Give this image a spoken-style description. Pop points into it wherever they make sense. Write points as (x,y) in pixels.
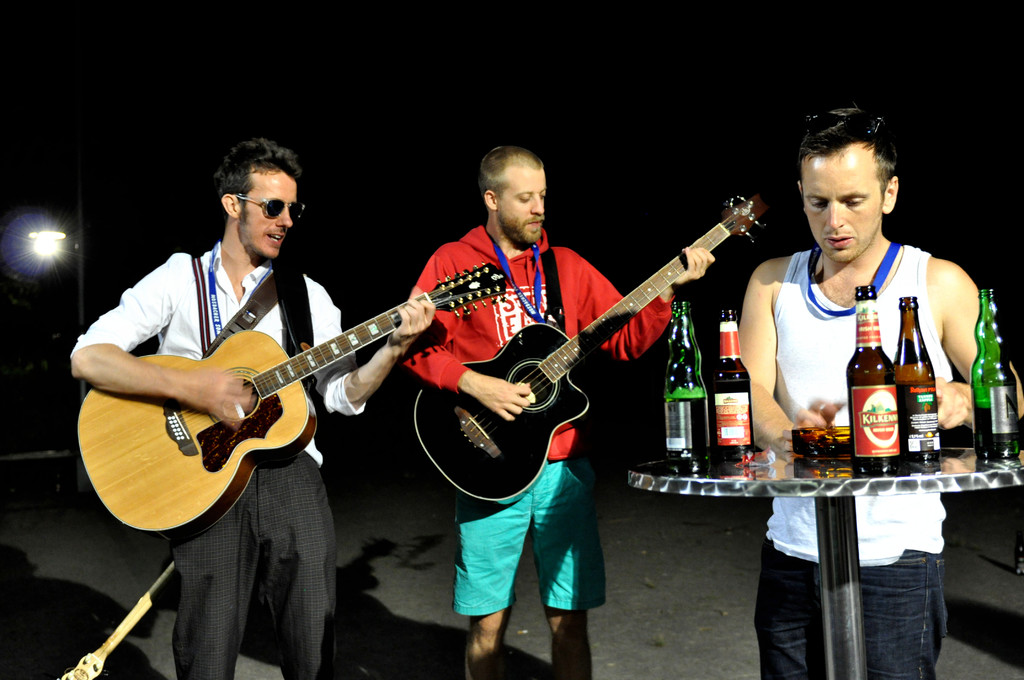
In this image I can see three men (930,332) where two of them are holding guitars (480,270) in their hands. Here on this table (735,473) I can see number of bottles (985,447).
